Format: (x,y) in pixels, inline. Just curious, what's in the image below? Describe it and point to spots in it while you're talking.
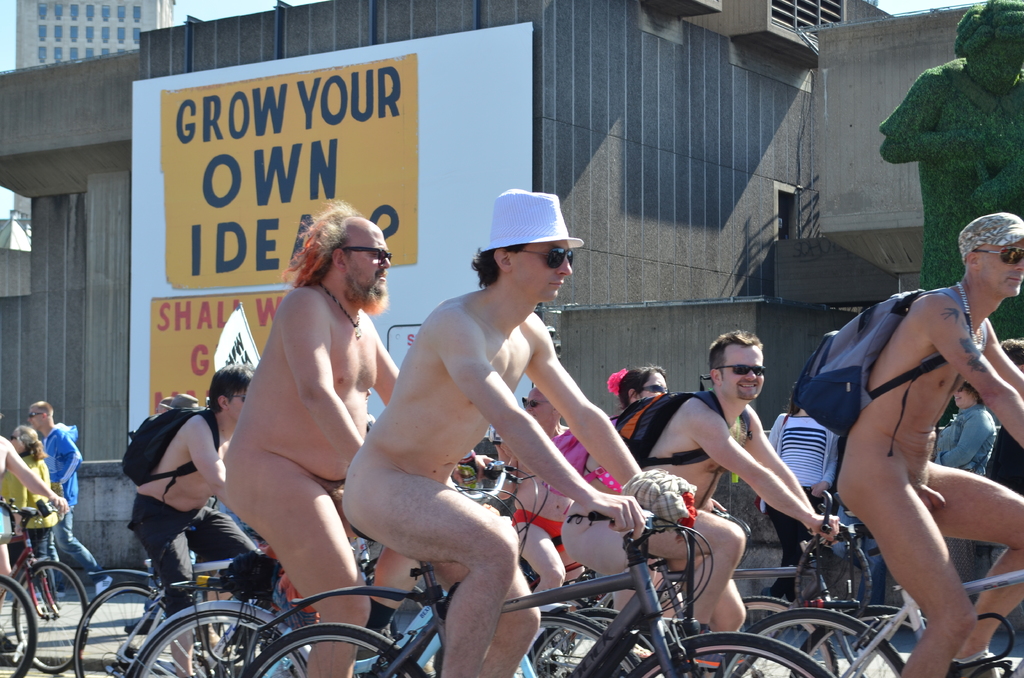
In the center of the image (468,313) there are people (466,554) riding bicycles (418,624). In the background (477,155) there are buildings (716,145), statue (946,112) and sky (208,13).
